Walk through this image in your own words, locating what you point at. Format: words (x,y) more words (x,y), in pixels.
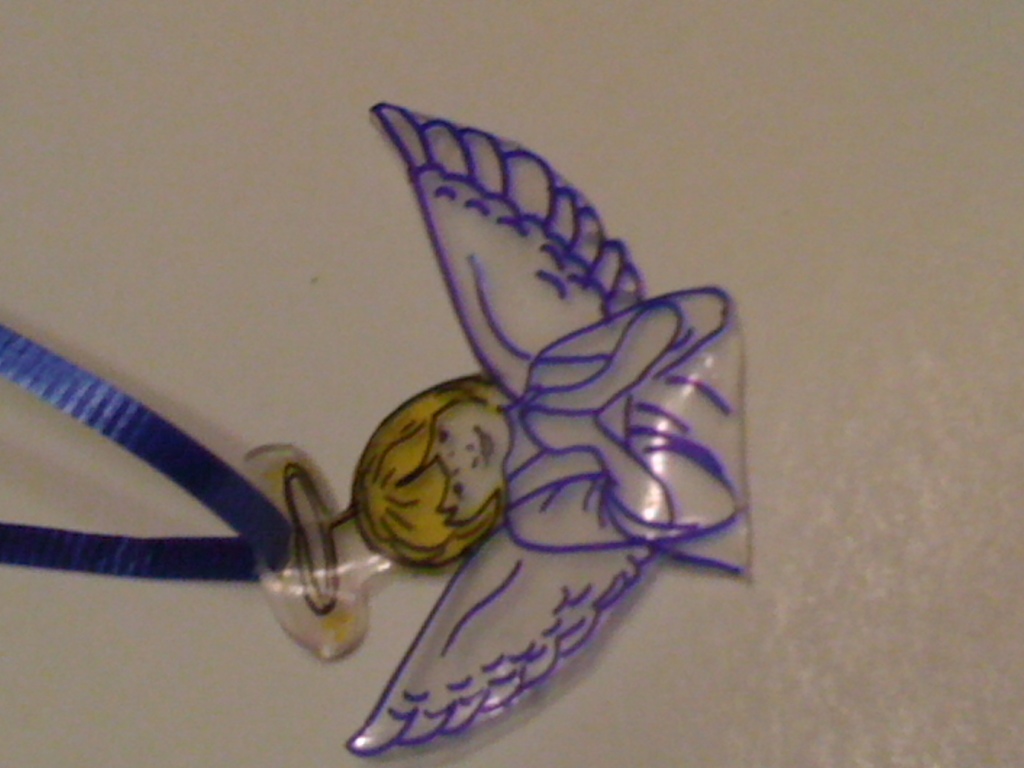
In the picture there is a toy (498,543) of an angel (501,447) attached to a tag (83,399).
